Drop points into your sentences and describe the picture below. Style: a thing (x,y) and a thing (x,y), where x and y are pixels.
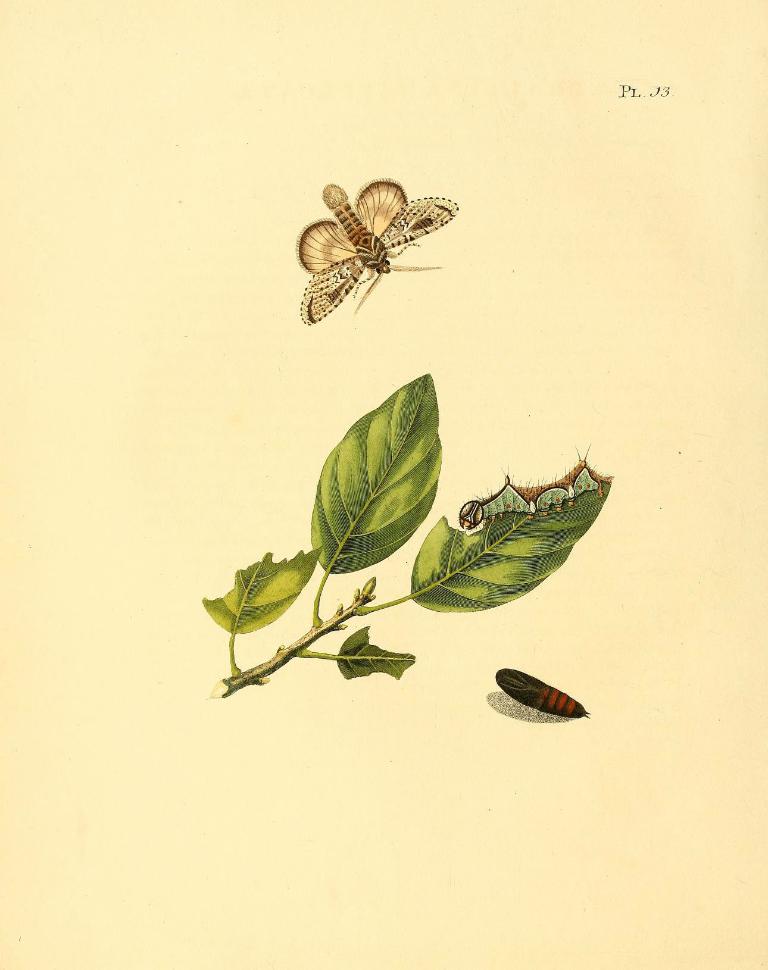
In this image I can see depiction picture where I can see green colour leaves (511,554) and few insects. I can also see cream colour in the background (624,327) and here I can see something is written.
